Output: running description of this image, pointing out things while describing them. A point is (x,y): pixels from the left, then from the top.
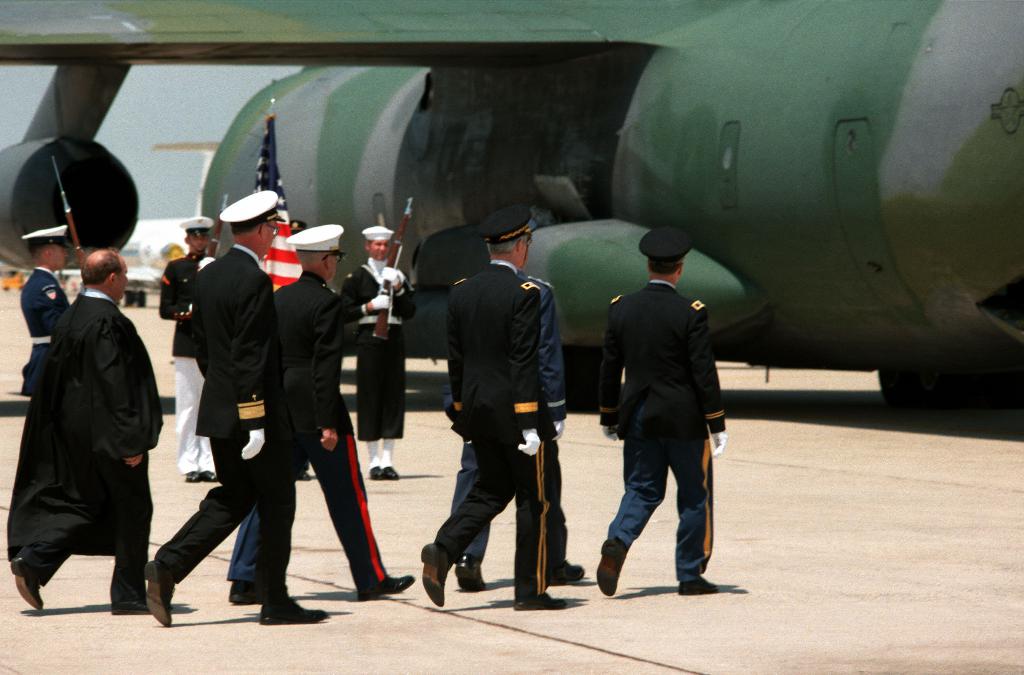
In this image I can see the group of people (547,550) with black, navy blue and the white color dresses (279,395). In-front of these people (132,371) I can see an aircraft (441,188) which is in green color. In the background (141,250) I can see one more aircraft (142,234) and the sky (129,126).
